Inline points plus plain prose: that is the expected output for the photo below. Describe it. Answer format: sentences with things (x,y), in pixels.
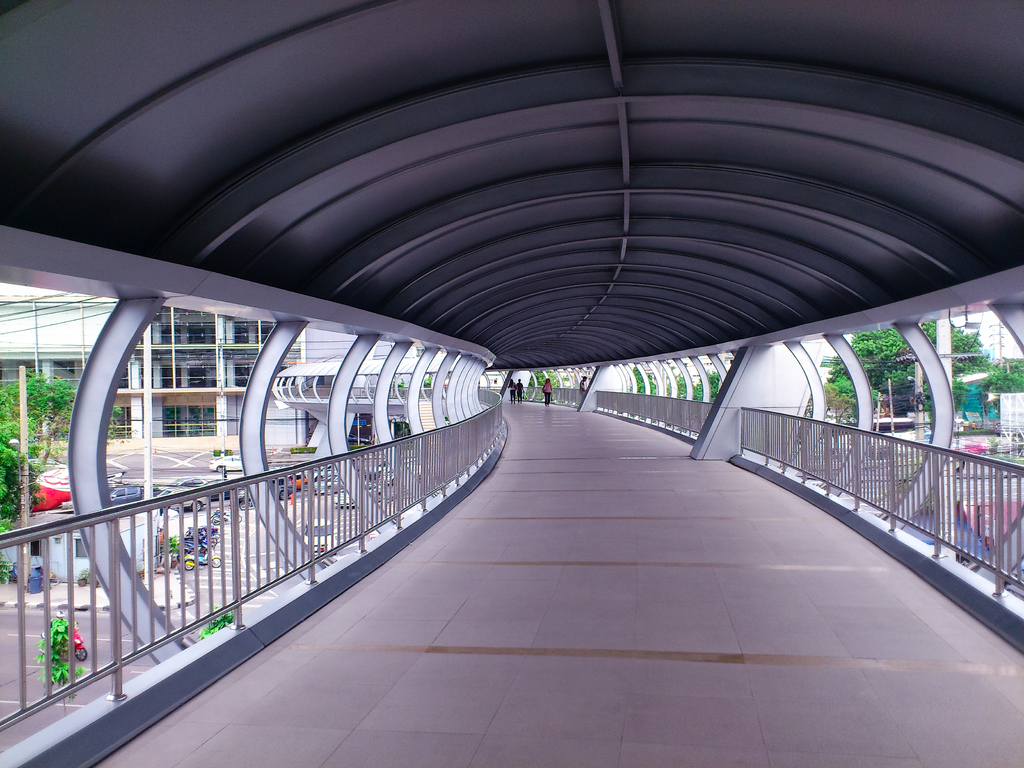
In this picture we can see a foot over bridge (497,427), in the background (203,348) there is a building (186,346), we can see a tree (890,368) on the right side (894,353), there are some vehicles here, on the left side (145,351) there is a pole (21,435), we can see a person (581,391) walking here.
